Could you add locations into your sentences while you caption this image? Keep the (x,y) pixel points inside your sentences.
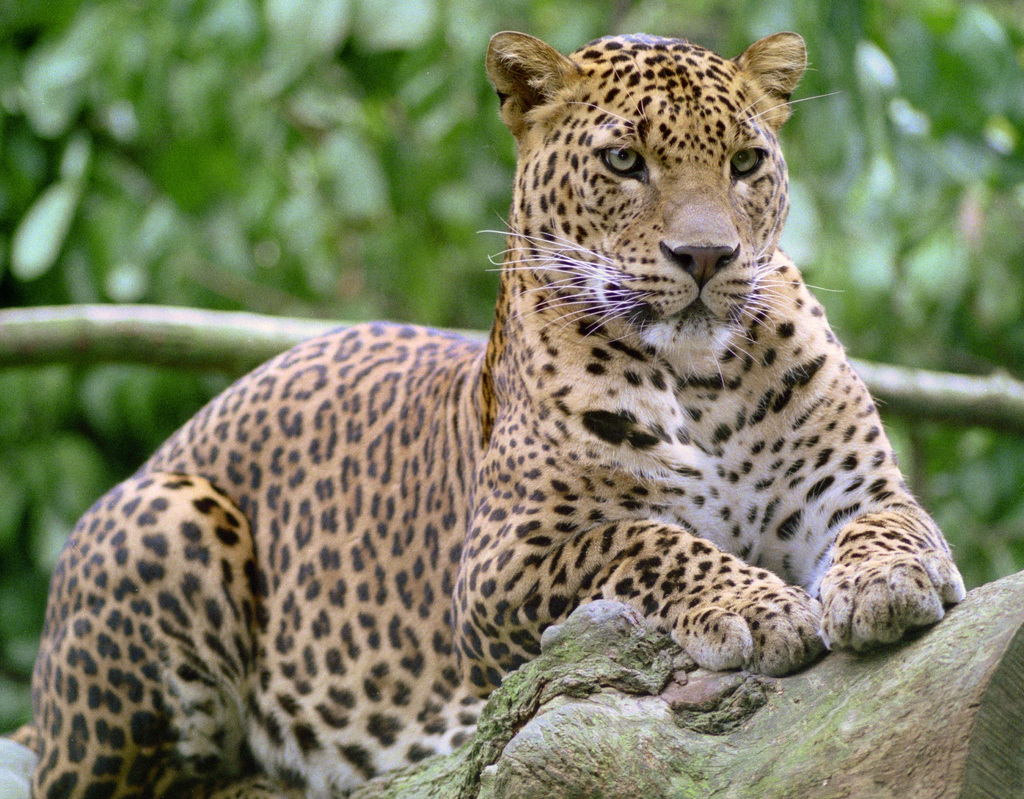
In this image I can see a leopard (578,456) is sitting on a trunk (779,751). In the background (317,149) there are trees (328,110).
